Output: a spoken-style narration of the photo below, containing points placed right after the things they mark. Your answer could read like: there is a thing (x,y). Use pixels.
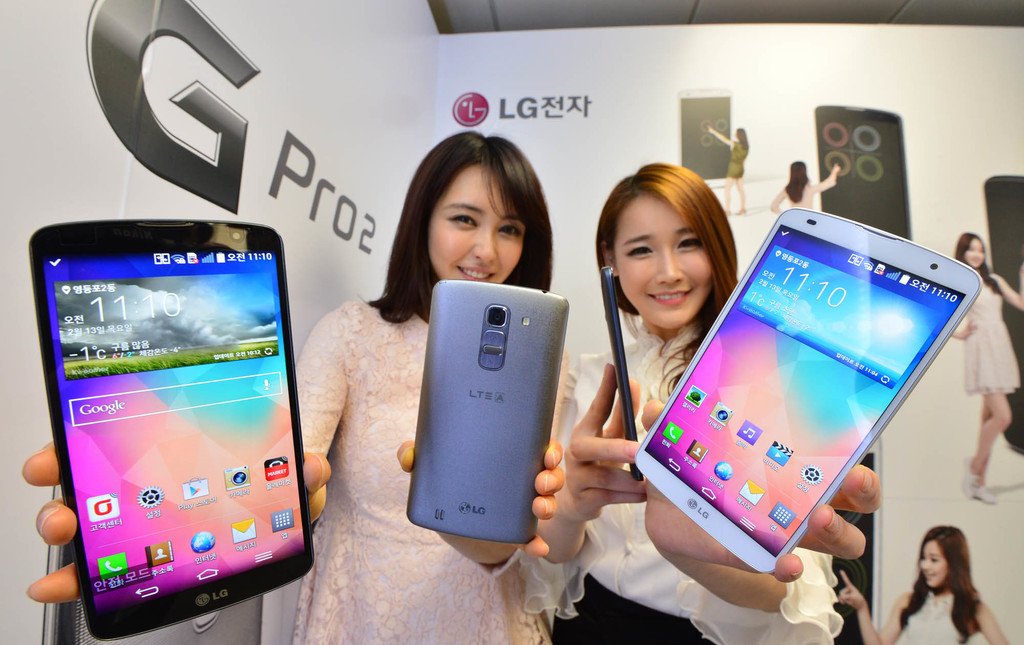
In this image there are two girls (364,567) who are showing the mobiles (216,407) to the camera. It seems like a advertisement. At the background (668,141) there is a big hoarding (528,98) of mobile company.
